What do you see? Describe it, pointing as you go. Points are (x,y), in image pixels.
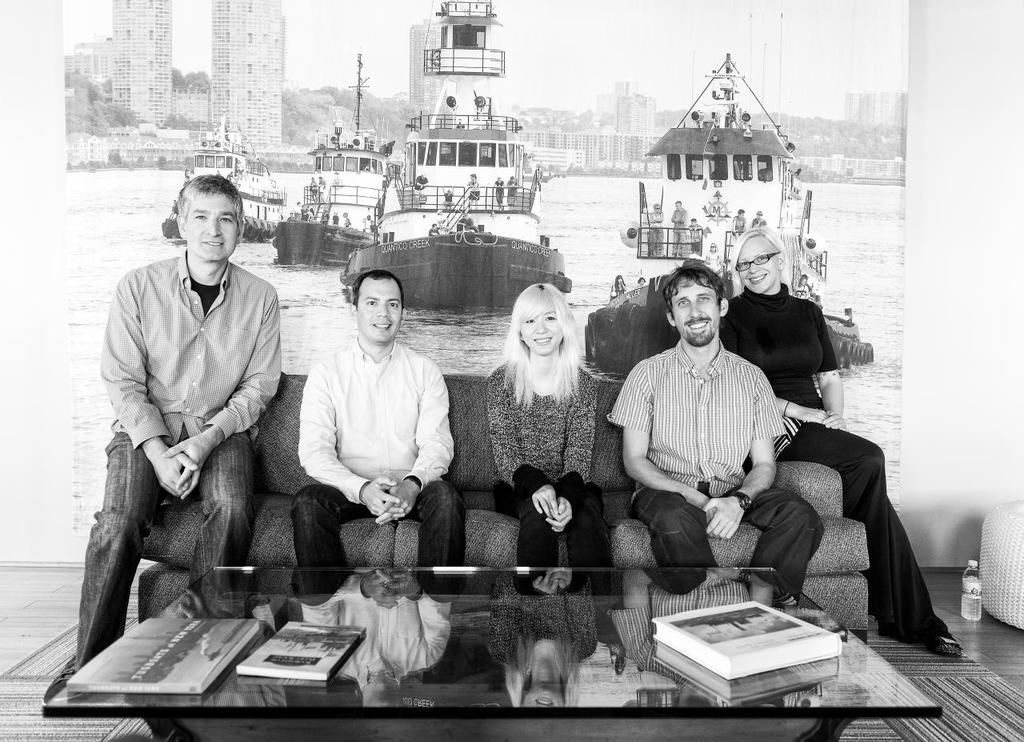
This black and white picture is taken inside a room (41,215). There are five people (213,343) sitting on the couch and they all are smiling. In front of them there is glass table (437,630) and books (304,655) are placed on it. At the right corner of the image (968,572) there is bottle (978,598) on the floor (943,595). Behind them there is a wall (951,380) and on the wall (967,353) there is big wall poster (396,115) on it. In the poster (515,101) there is water (461,331), ships (483,237), buildings (261,79), trees (311,98) and sky (365,27).
